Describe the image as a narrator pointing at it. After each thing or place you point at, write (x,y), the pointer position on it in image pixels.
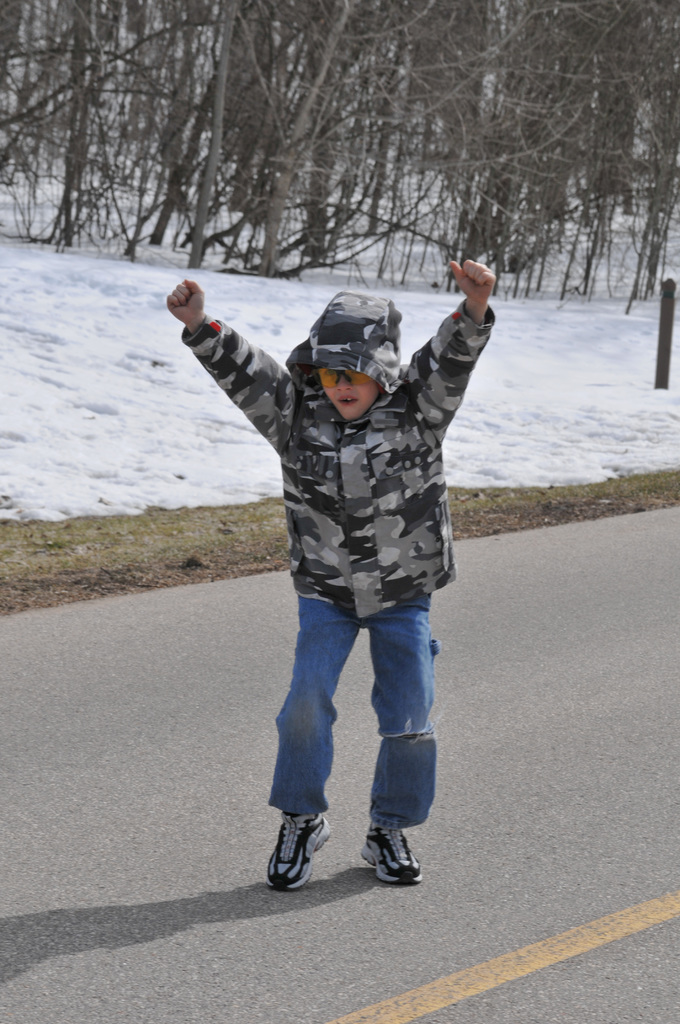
In this image, we can see a kid (369,508) on the road (514,638). There is a snow (618,310) in the middle of the image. There are trees (336,71) at the top of the image (381,56).
